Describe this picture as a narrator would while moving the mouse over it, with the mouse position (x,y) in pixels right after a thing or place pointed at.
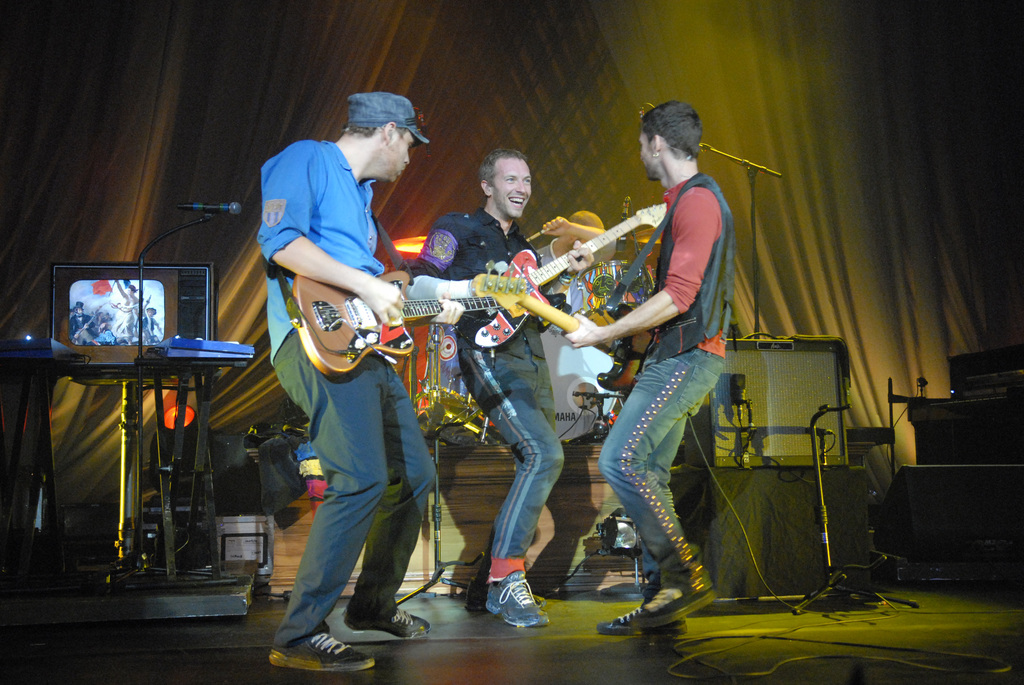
In this image there are three persons (366,268) standing and holding guitars (481,313), and there is a television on the table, mike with a mike stand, focus lights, speakers (998,493).
